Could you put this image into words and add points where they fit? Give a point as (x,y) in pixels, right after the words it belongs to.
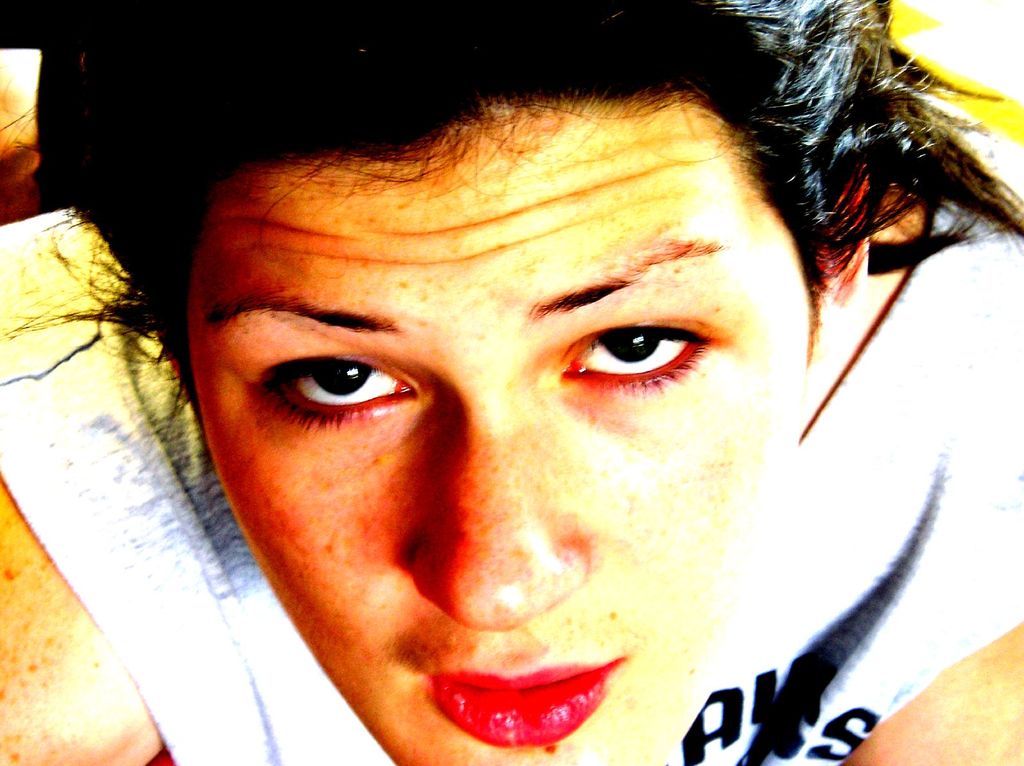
In this image we can see a person (479,499).
